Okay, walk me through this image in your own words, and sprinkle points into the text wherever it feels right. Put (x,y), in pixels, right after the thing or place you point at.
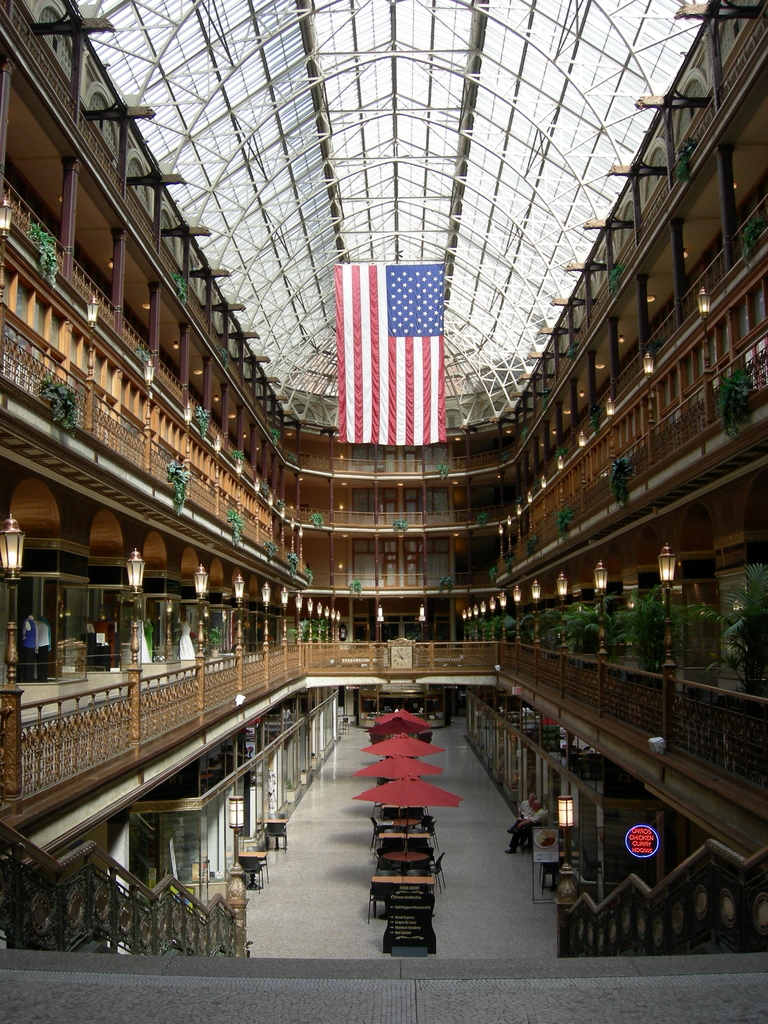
In the center of the image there are tables (407,851), chairs (440,882). There are boards (418,935). In front of the image there are stairs (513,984). There is a railing (218,918). At the bottom of the image (314,899) there is a floor (462,922). There are lights (563,589). There is a flag (445,401). On the top of the image (365,28) there is a dome (447,57). On the right side of the image (530,817) there is a person (533,807) sitting on the chair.
